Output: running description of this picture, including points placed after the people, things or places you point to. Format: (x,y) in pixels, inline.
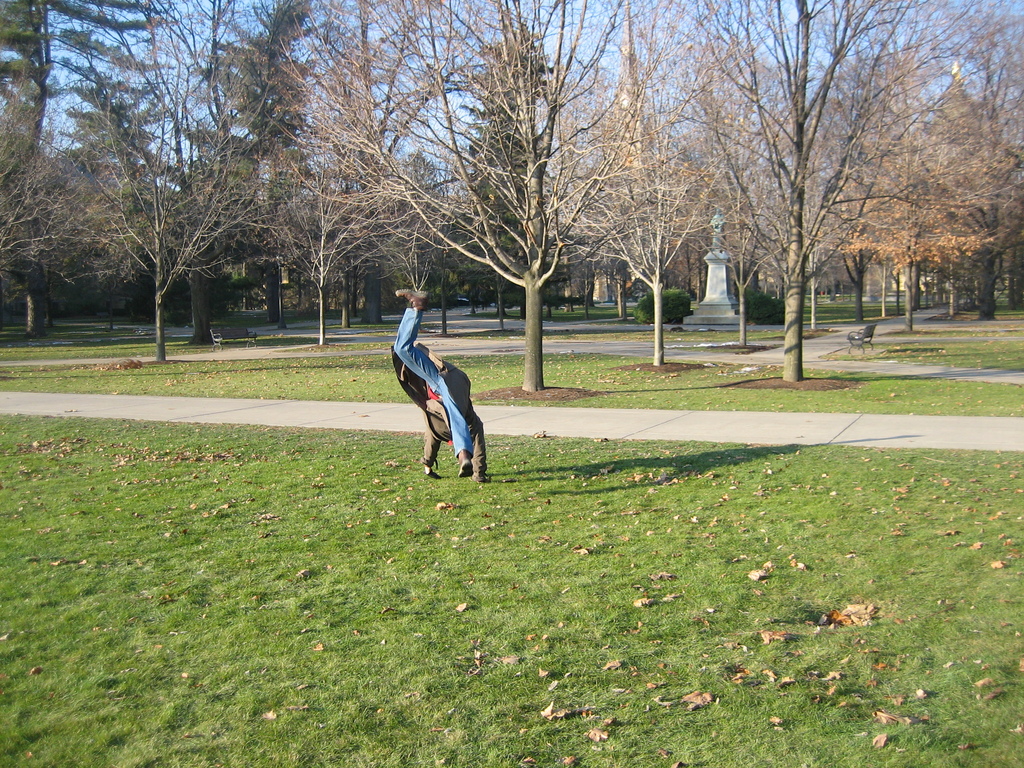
Here in this picture we can see a person (458,436) jumping around on the ground (376,494) over there, which is fully covered with grass (384,472) and we can also see trees (205,282) present all over there and we can see benches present over there and in the middle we can see a statue (708,312) also present over there.
